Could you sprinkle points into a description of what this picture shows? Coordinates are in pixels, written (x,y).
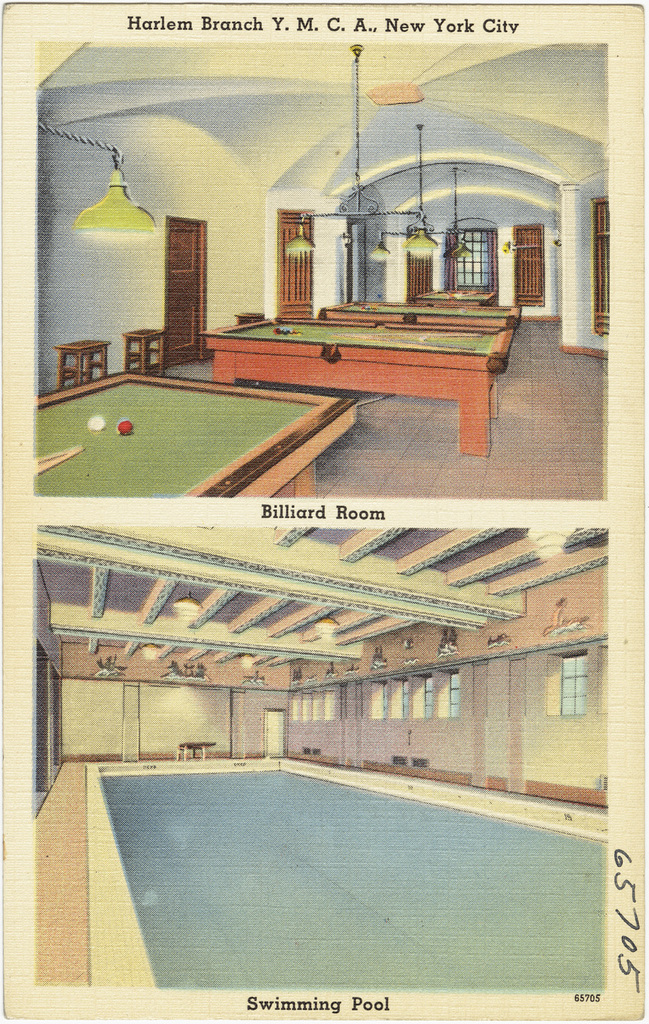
In this image, we can see a poster (308,704). In this poster (308,445), we can see the inside view of the house (310,728). Here there are few pool ball tables (267,378) with balls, stools (237,323), floor (540,479), lights (301,240), door (177,294) and windows (433,701), walls (433,756). Here we can see some text (315,1011) and numbers (636,976) in the image.
